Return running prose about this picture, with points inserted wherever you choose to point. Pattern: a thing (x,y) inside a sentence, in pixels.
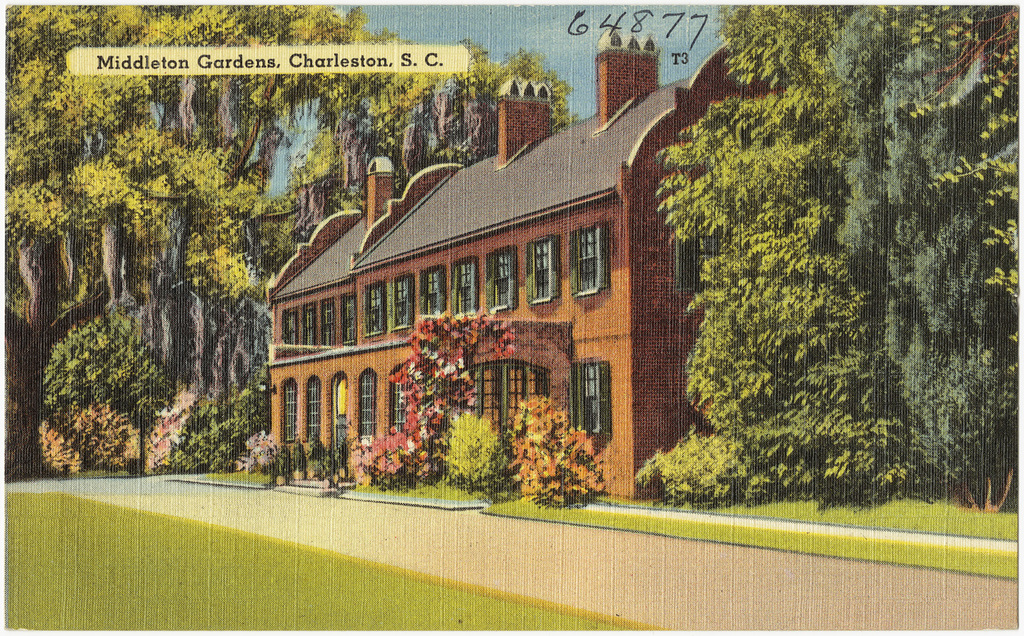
This is an animated image where we can see a building (398,358) and trees (971,317) in the middle of this image (413,317). There is a watermark (450,66) present at the top of this image (372,67). It seems like a road (328,514) at the bottom of this image (352,546).
